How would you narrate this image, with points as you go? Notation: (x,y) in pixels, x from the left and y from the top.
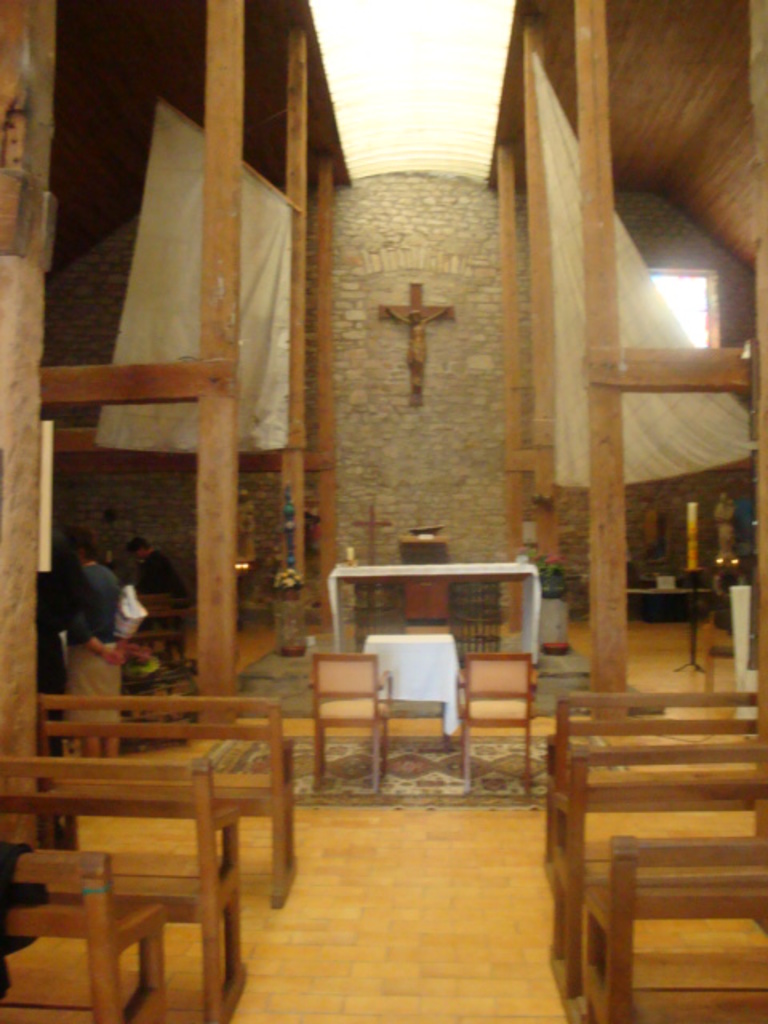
In this picture we can see benches (89,941), chairs (509,670) on the floor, table (394,704) with a white cloth (407,642) on it and in the background (159,421) we can see a cross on the wall (256,517), curtains (557,268), window (693,287), statues (731,544), candle stand (693,583), wooden pillars (203,351) and some objects (134,622) and some people (89,575).
